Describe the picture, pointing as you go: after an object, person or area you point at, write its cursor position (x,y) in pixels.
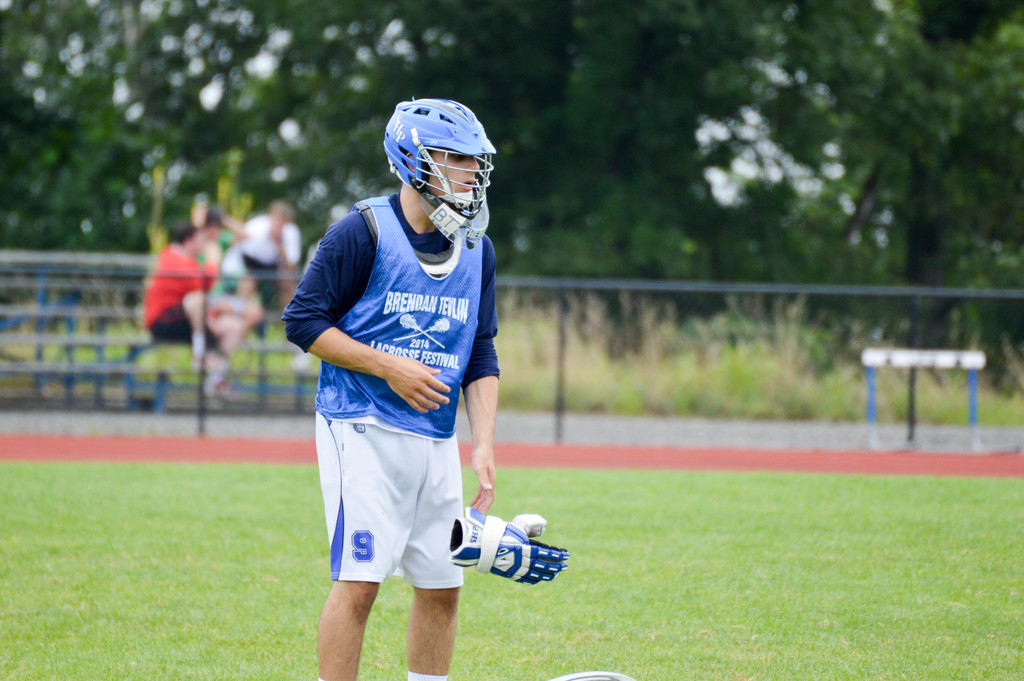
In this picture we can see a man (335,322) with the helmet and the man (335,322) is holding a glove (487,519). Behind the man (383,375) there are iron grilles (188,274) and some people (210,281) are sitting. Behind the people (227,257) there are trees (347,113).
